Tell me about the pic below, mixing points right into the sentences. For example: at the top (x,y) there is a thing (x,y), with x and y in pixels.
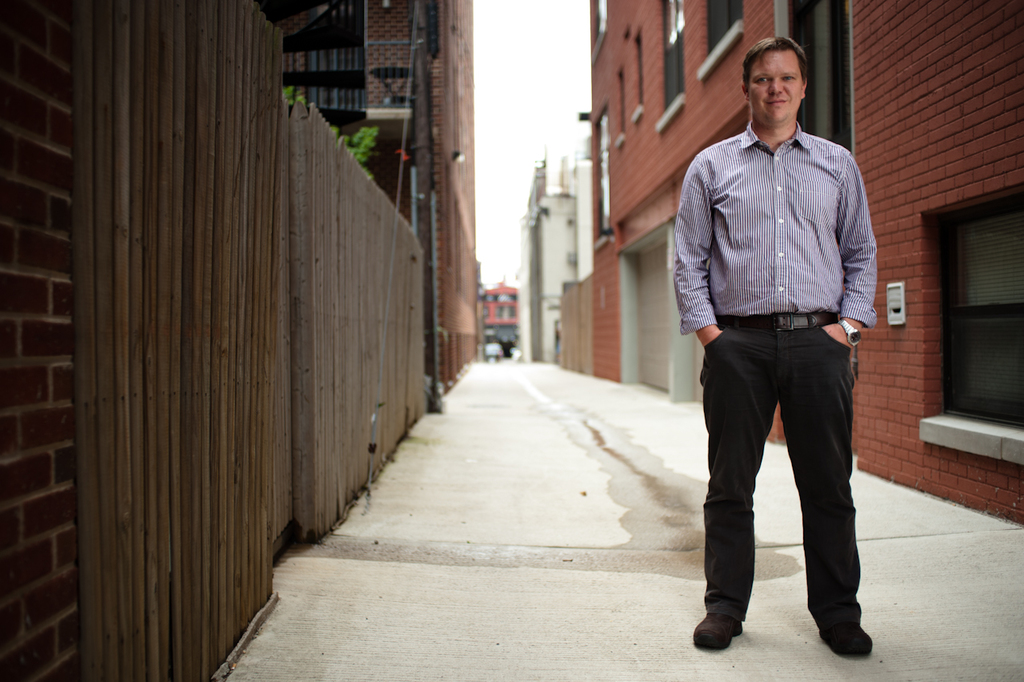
On the right side of the image (833,554) we can see a man (819,545) is standing. In the background of the image (908,326) we can see the buildings (889,122), windows (832,52), trees (363,167), wall (888,55), vehicle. At the bottom of the image (541,625) we can see the floor (566,626). At the top of the image (510,98) we can see the sky (536,121).
